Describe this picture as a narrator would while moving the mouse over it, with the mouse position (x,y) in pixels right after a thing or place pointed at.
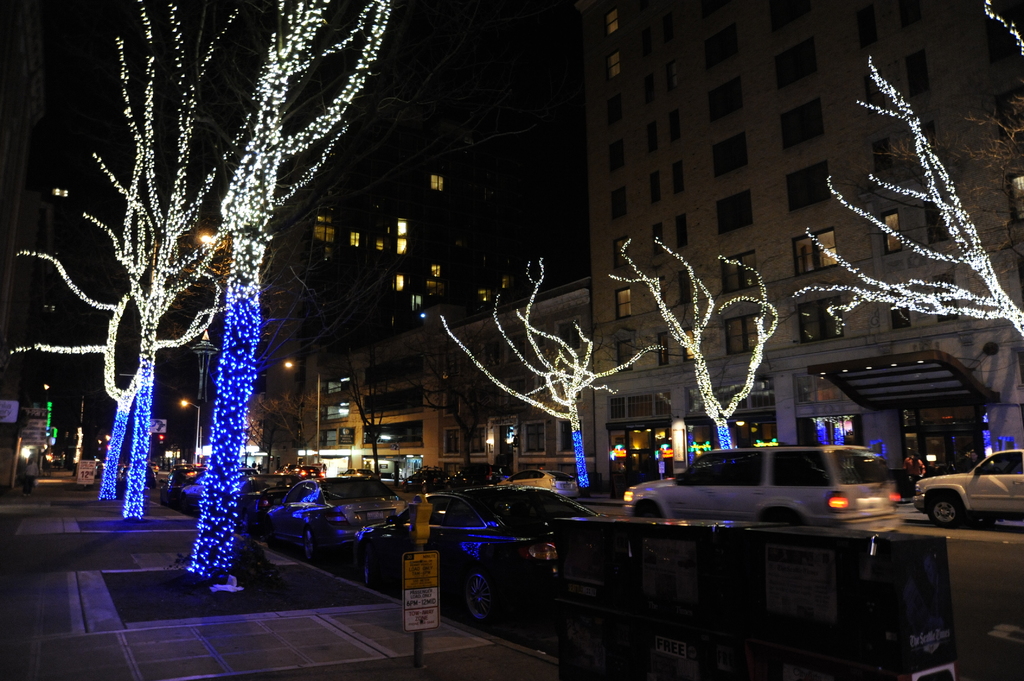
In this image, we can see tree light decoration (156,316) on both sides of the road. There are some car (349,511) on the road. There are buildings (502,284) in the middle of the image (368,289).
